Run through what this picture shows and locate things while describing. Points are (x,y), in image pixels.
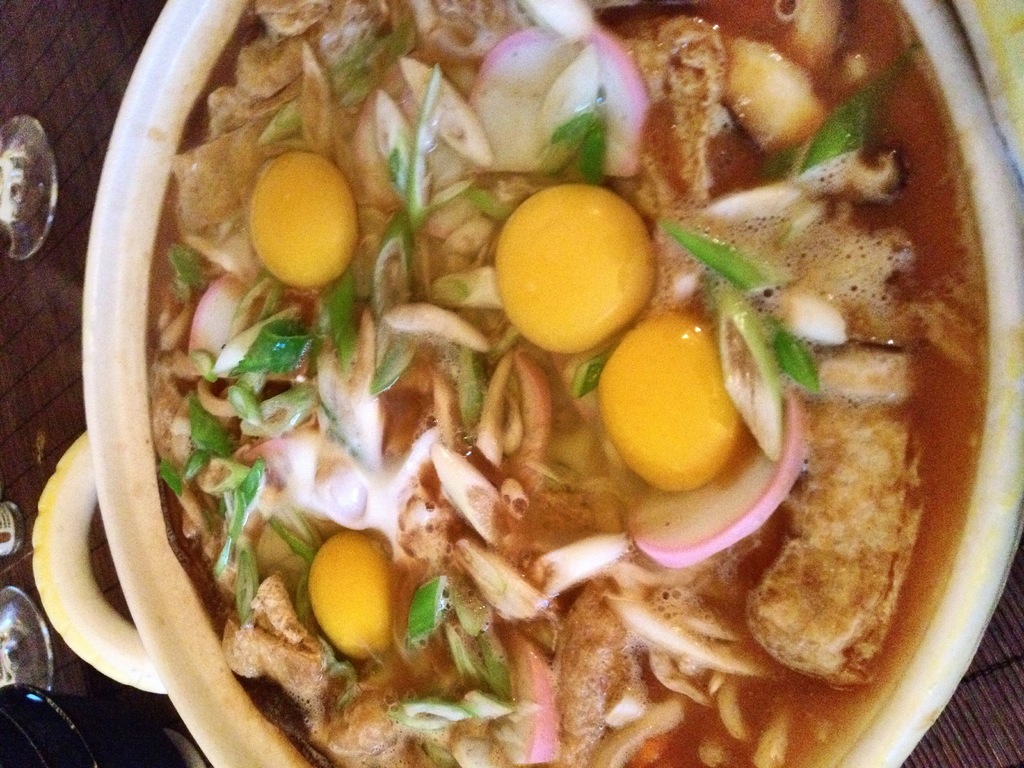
In this image I can see the bowl (114,546) with food (491,336). I can see the food (538,469) is colorful and the bowl (131,426) is in cream and yellow color. To the side I can see few more objects (29,718) and these are on the brown color surface (60,172).
